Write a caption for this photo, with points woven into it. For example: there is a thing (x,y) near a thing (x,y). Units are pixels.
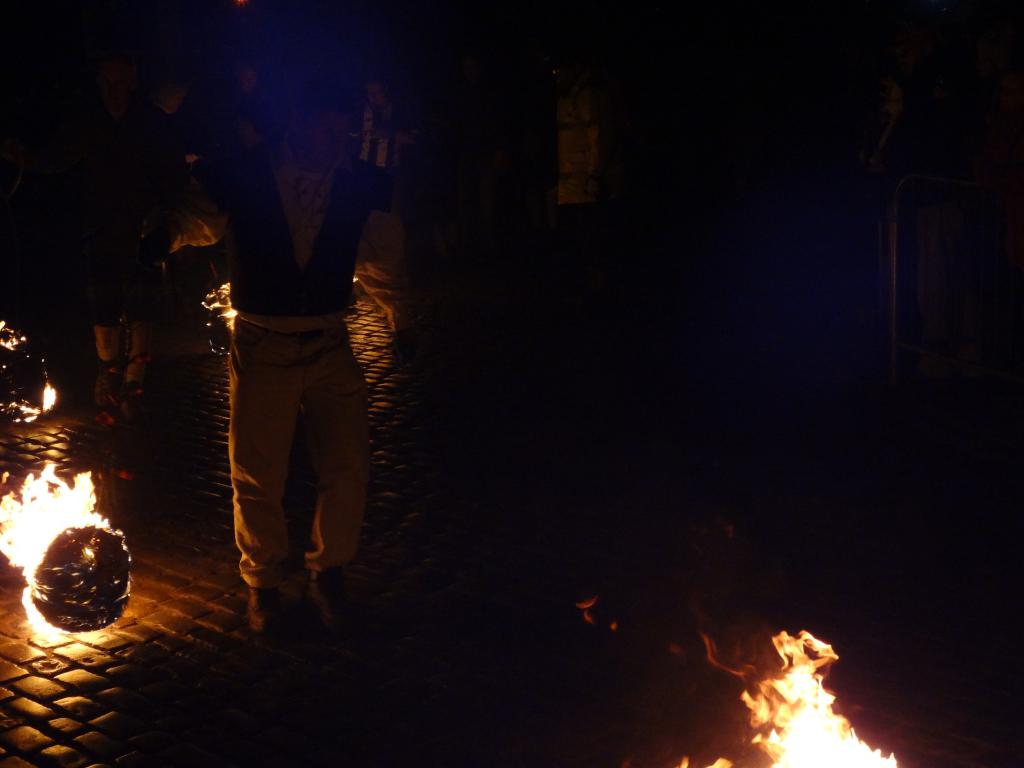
In the image we can see a person (255,483) wearing clothes (262,499) and shoes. Here we can flame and footpath (173,659).
